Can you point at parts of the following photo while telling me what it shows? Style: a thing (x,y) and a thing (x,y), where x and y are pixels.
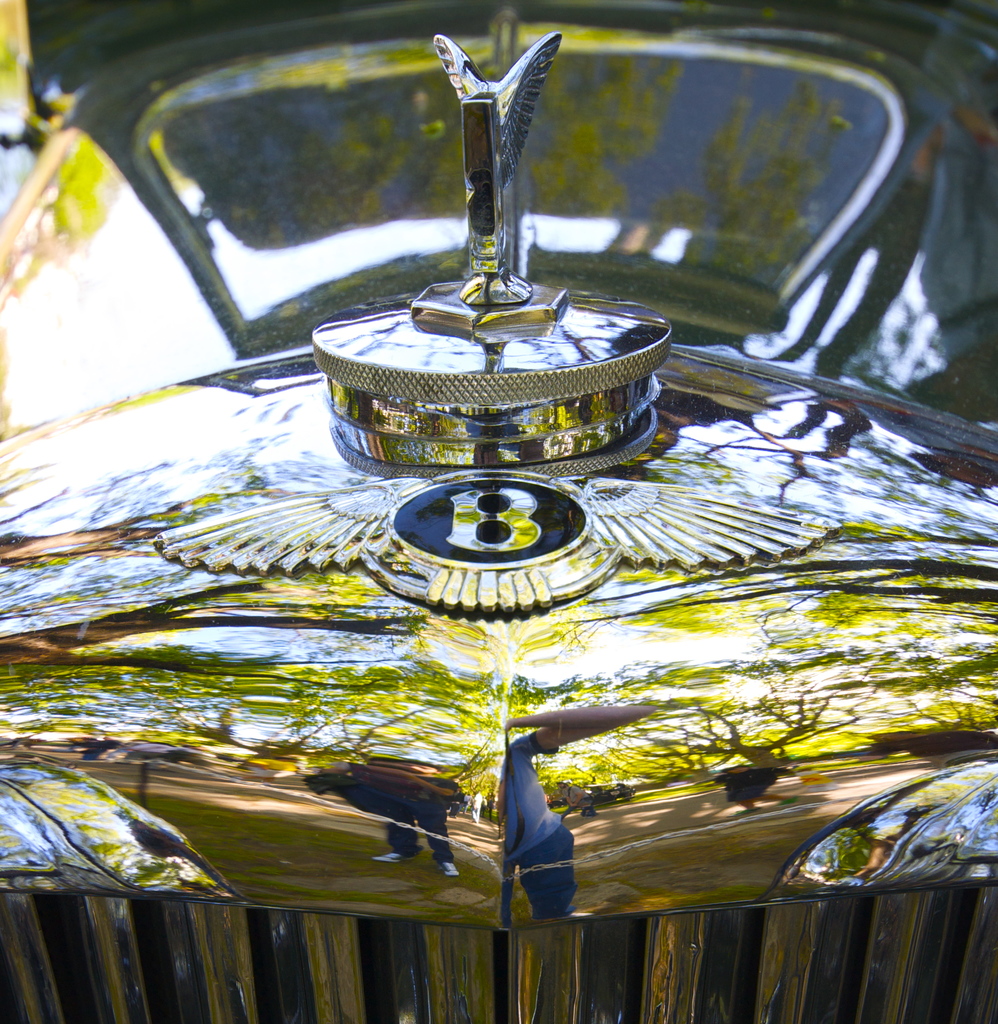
In this image we can see a vehicle (636,506). We can see the reflections (624,642) of trees (458,709), a sky (293,465) and few persons (509,729) on the vehicles (627,758).
